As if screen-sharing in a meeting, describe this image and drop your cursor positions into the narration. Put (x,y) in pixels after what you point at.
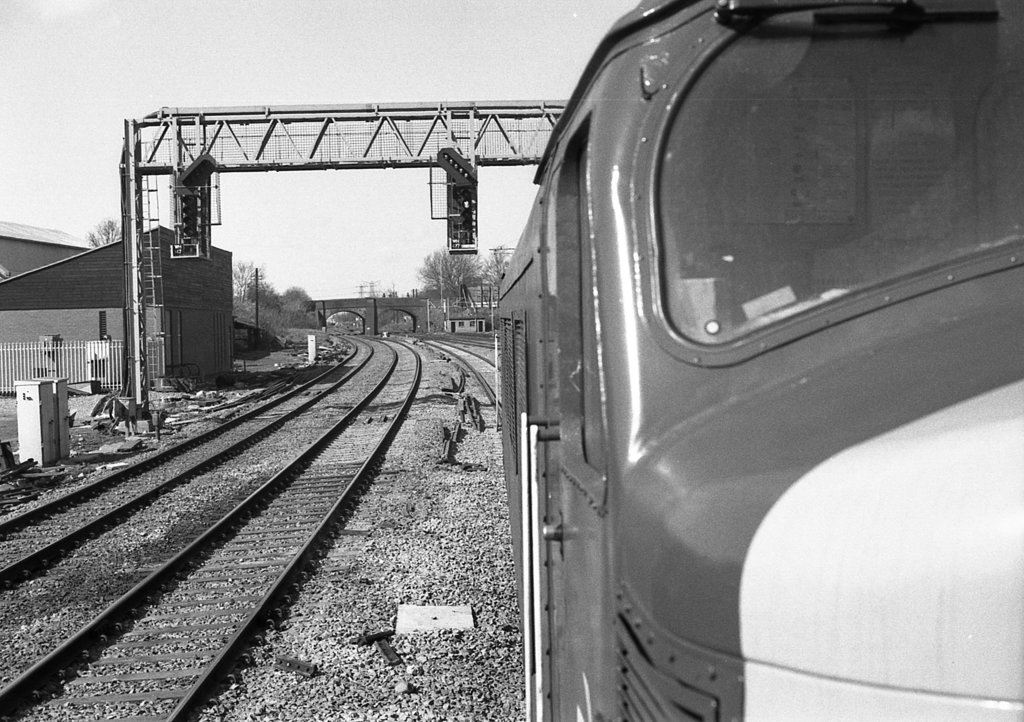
In this picture we can see a train (607,614) on a railway track (468,353), traffic signals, bridges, house (119,335) with windows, fence (112,357), trees (473,284), boxes (43,437), stones (45,492) and some objects (150,405) and in the background (249,211) we can see the sky (170,85).
